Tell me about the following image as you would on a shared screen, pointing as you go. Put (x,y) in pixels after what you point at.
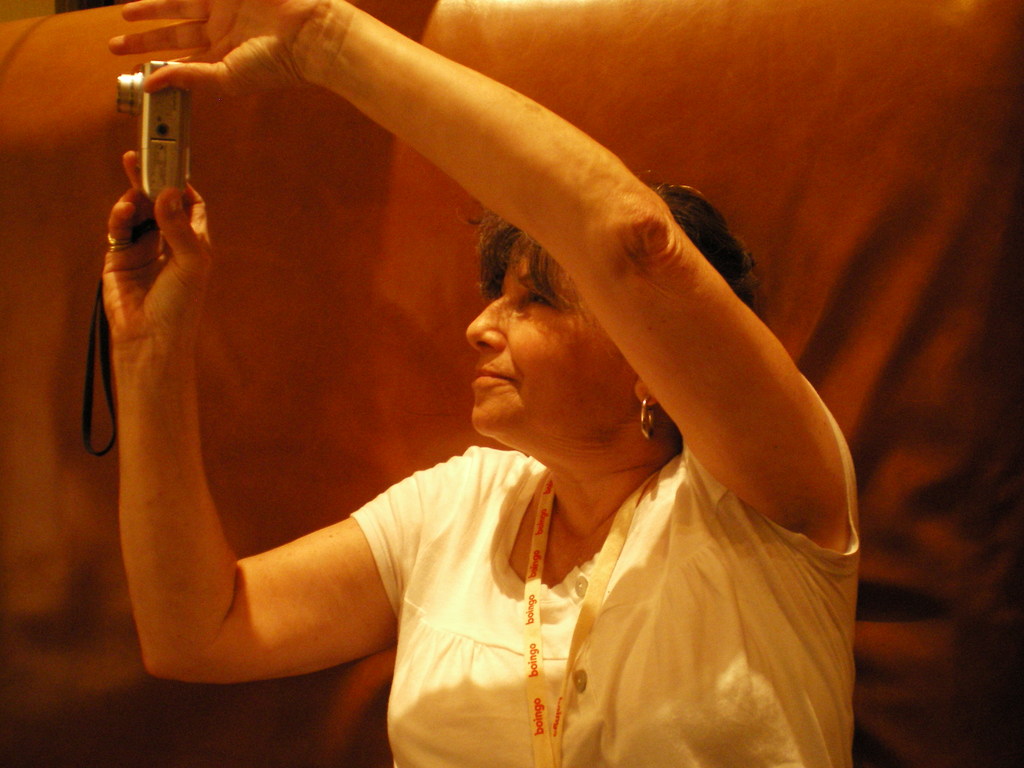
In this image I can see a woman (591,496) and I can see she is holding a camera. I can also see she is wearing white colour dress (414,554) and around her neck (591,537) I can see a white colour tag (548,751). On the tag (536,762) I can see something is written. I can also see a brown colour thing (961,164) in the background (885,725).
